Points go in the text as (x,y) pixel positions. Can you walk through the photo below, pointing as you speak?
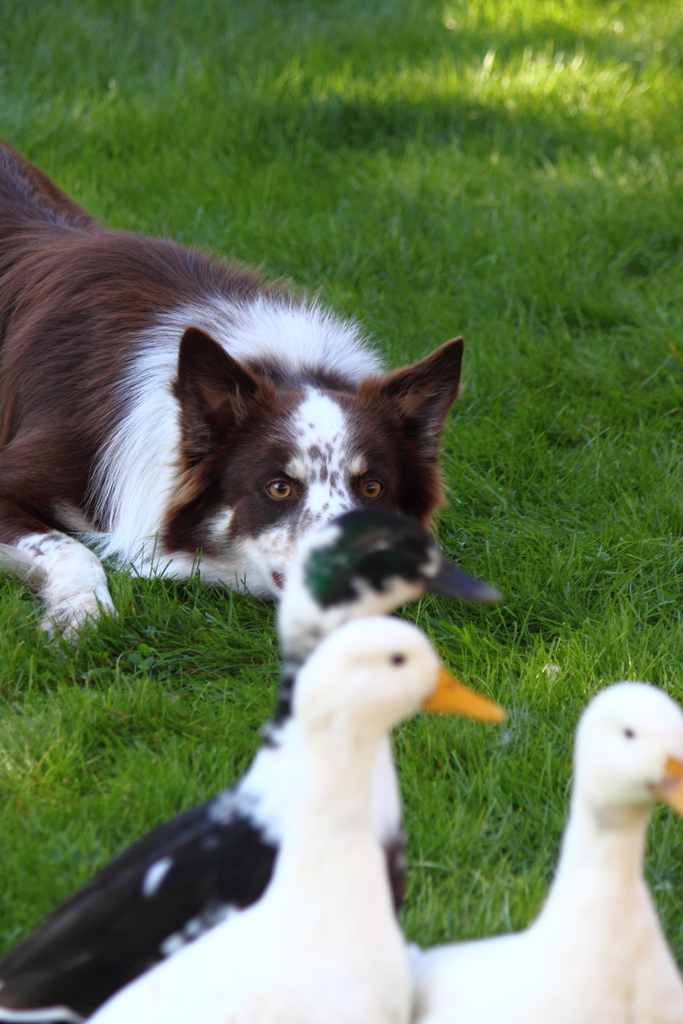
In this picture we can see a dog (114,428), who is lying on the grass (464,407). On the bottom (594,947) there are three ducks (284,683) and one of the duck (305,656) is in black color and two of them are in white color.
